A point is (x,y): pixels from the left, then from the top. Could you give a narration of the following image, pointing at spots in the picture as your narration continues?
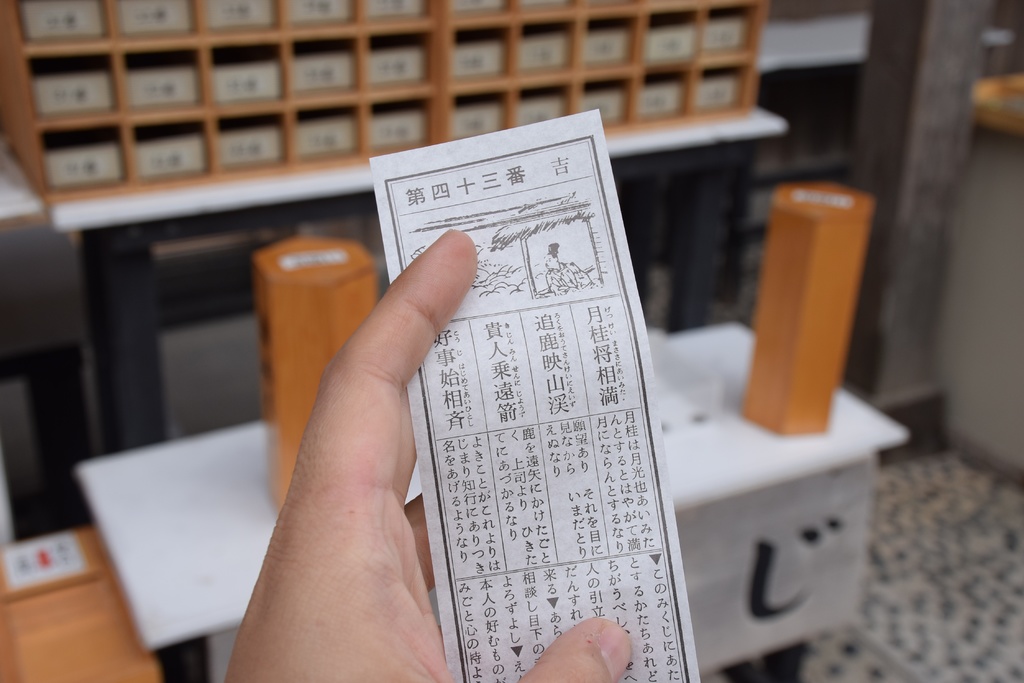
In this image we can see a person's hand (383,537) who is holding paper (500,387) and at the background of the image (276,82) there are some shelves (236,127) in which there are some objects (337,124).
